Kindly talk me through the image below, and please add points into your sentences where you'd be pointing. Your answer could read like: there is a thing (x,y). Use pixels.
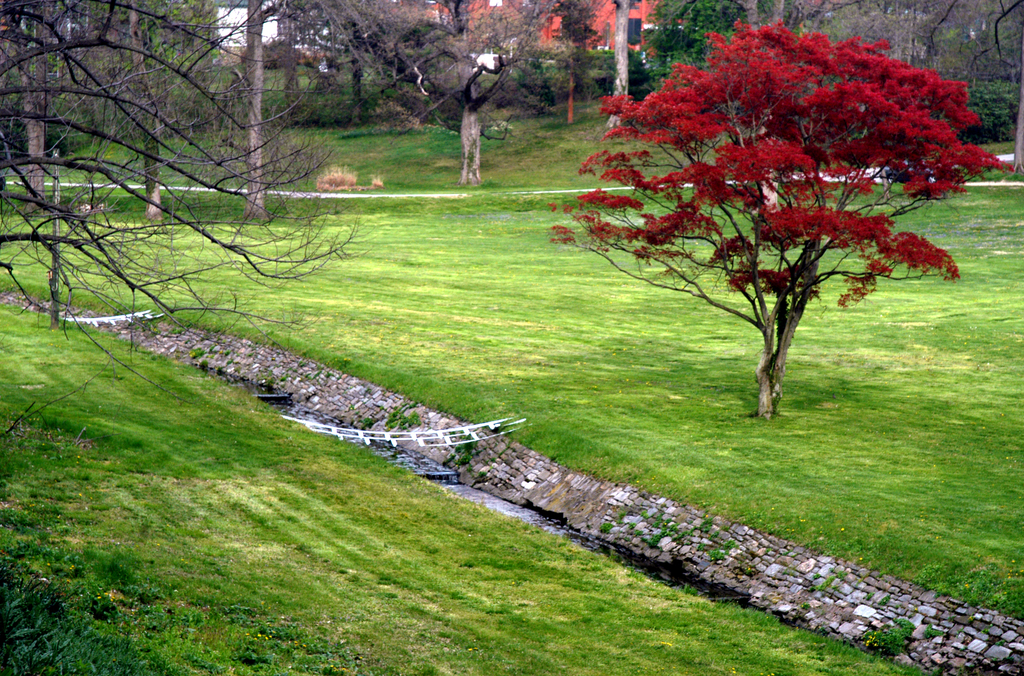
This image is clicked outside. There are trees (21,185) in the middle (668,244). There is grass (514,547) at the bottom (433,618). There are buildings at the top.
